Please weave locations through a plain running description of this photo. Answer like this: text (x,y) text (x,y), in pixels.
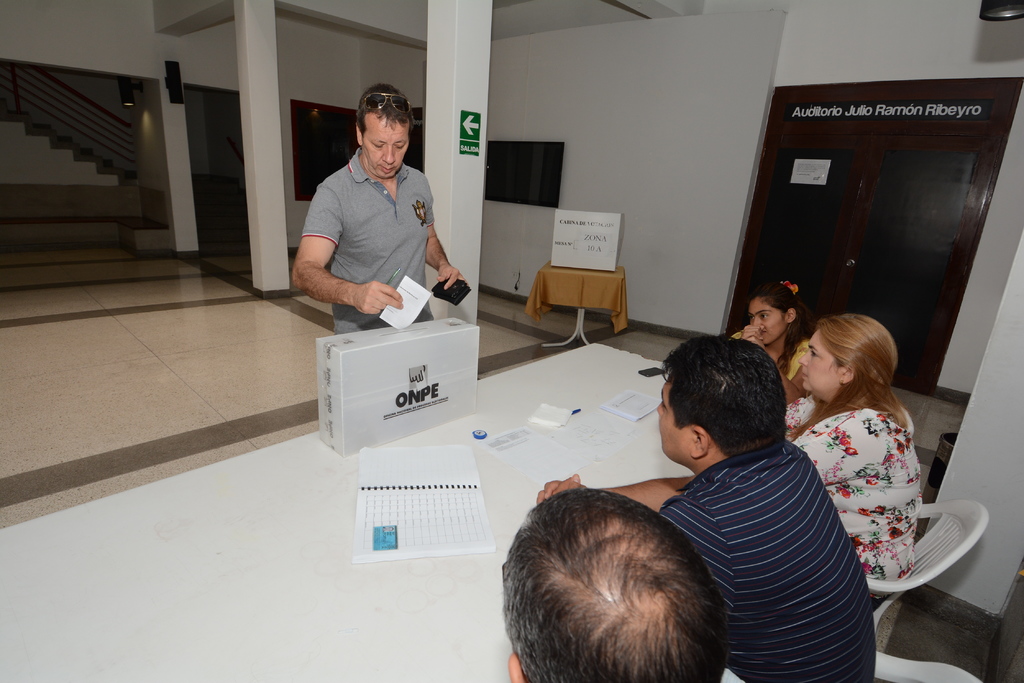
This picture shows few people (892,507) seated on the chair (935,521) and we see a man (357,292) dropping paper (396,324) in a box (367,352) and we see a book (468,472) and papers (585,423) on the table (429,440).
